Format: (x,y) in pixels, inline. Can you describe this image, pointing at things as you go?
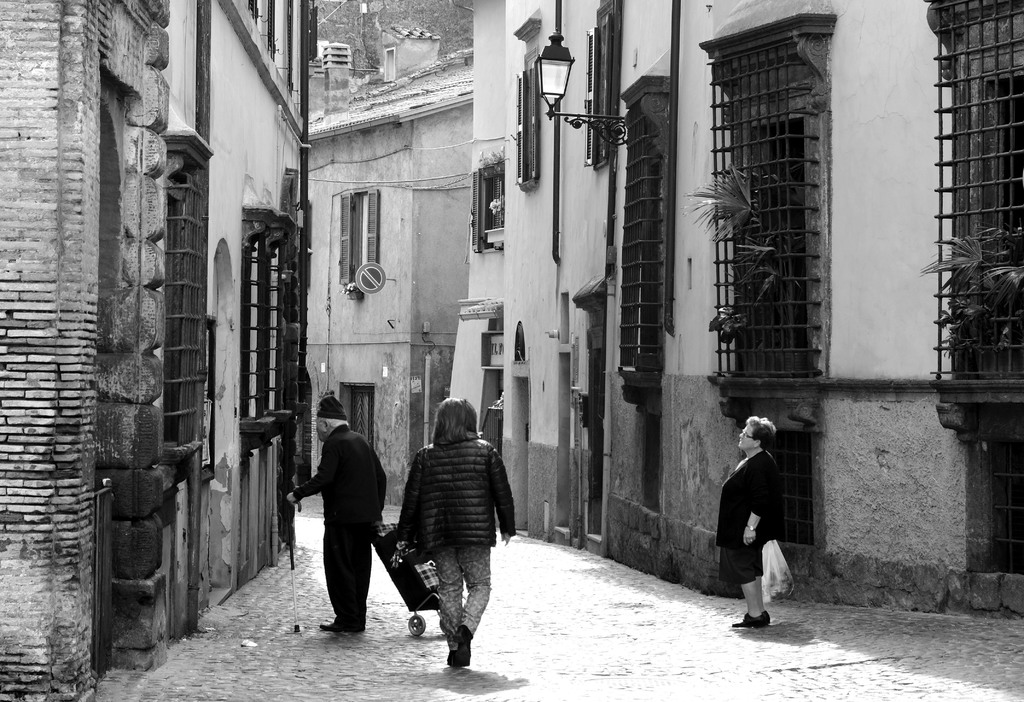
In this image there are persons (456,427) standing and walking. On the right side (774,228) there are buildings (692,231) there is a sign board (378,286) and there is a light (559,113) hanging. On the left side (157,276) there is a building (184,326) and in the background (373,37) there is a wall (387,27).
